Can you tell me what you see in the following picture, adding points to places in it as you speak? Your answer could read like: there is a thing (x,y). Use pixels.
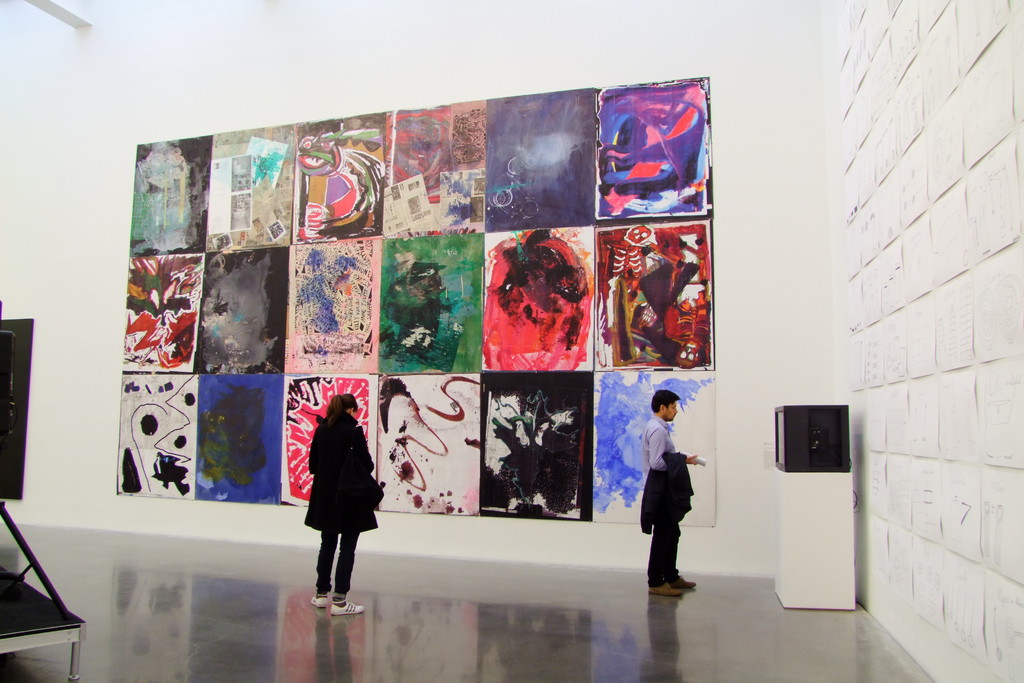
In this image we can see a man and a woman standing on the floor (634,653). We can also see the paintings (287,441) on a wall (73,344), an object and a device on the tables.
